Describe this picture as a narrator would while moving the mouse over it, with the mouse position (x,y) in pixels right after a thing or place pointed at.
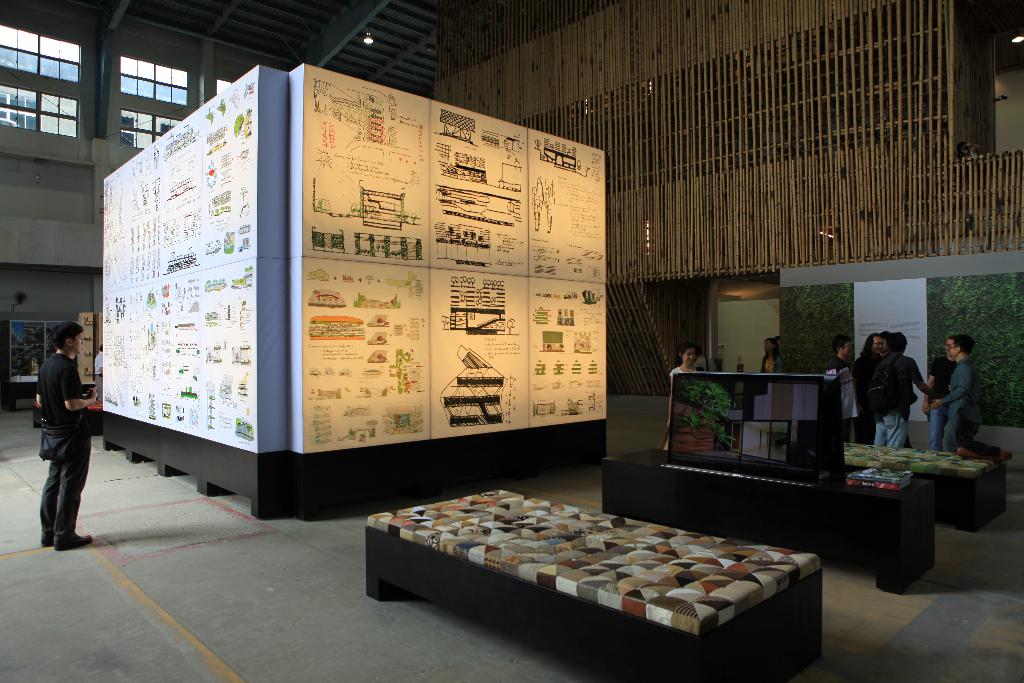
In this image I can see few people (61,530) are standing. Here I can see a big box (114,314).
